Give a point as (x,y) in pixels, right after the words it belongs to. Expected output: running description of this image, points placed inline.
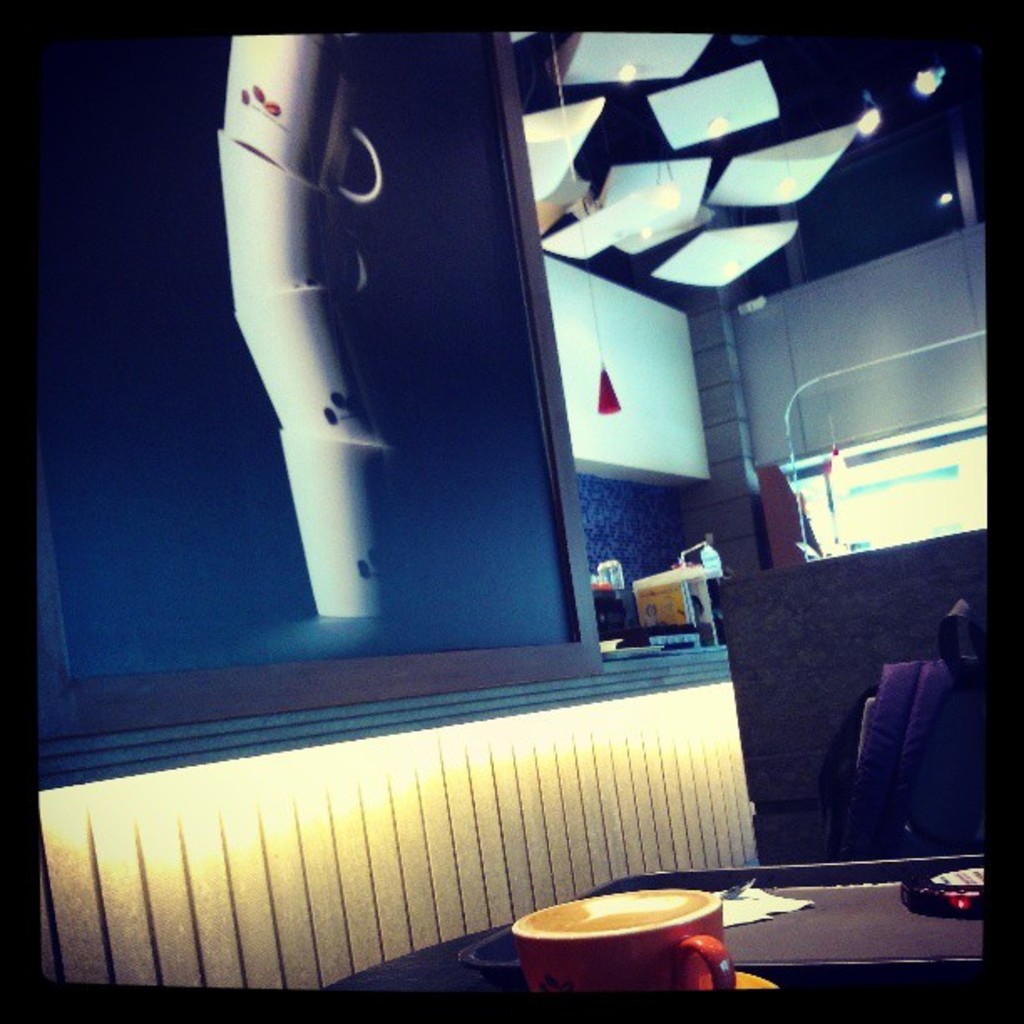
In this image there is a frame (183,577) and there is a wooden object (148,859) on the left corner (310,848). There is a table (745,941), there is a cup (541,955), there are objects (940,906) on the table (889,974) in front (962,868). It looks like a backpack (876,742) on the right corner (946,753). There are objects (632,631) and a wall (750,456). And there lights (773,192) on the roof (827,100) at the top (876,117).
